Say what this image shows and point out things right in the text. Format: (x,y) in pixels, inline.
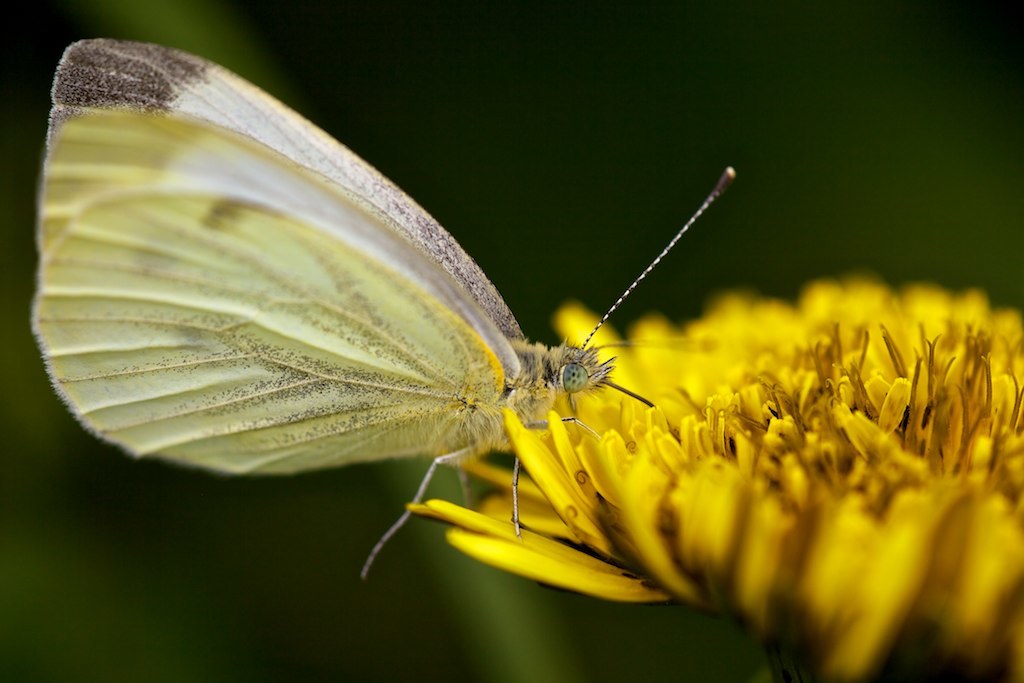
In this picture we can see butterfly (288,354) on a flower (664,408). In the background of the image (643,149) it is blurry.
